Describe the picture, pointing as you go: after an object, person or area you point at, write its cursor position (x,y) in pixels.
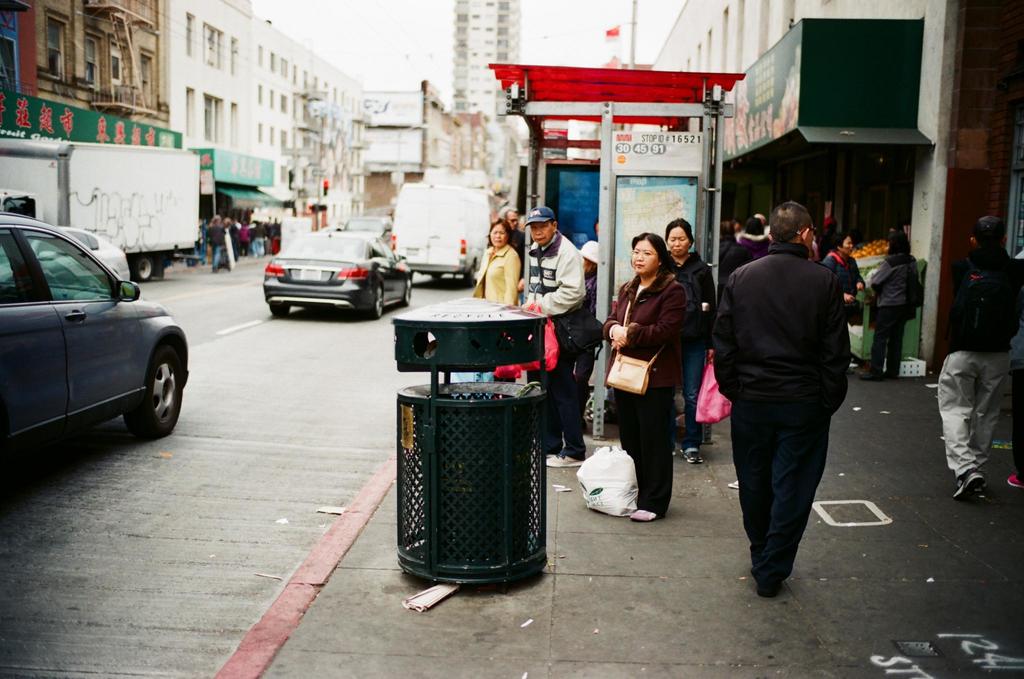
In this image in the center (652,351) there are persons (620,325) standing and walking and there is a bin (477,440) which is green in colour. On the left side (128,276) there are vehicles (162,265) moving on the road (161,281) and there are buildings (129,72), and on the building (72,73) there are boards (157,145) with some text (66,130) written on it. In the background (423,146) there are buildings (478,136) and there is a tent (655,96) which is red in colour. On the right side (764,72) there is a building (735,56) and in front of the building (867,206) there are persons (851,242) standing and on the top (799,107) there is a board (767,119) with some text (731,122) written on it.
